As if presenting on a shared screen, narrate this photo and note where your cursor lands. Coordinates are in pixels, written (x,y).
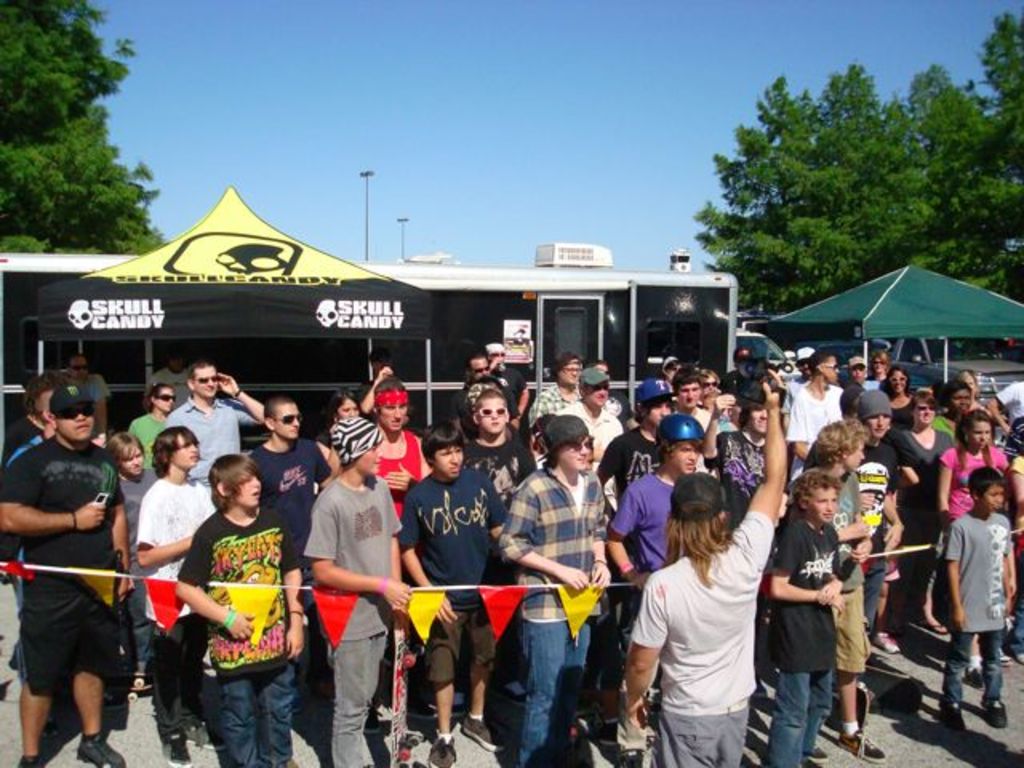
In the picture we can see a group of people (919,482) standing near the rope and some colored papers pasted to it and in the background (702,281), we can see a trailer (549,281) with glass windows (670,343), and behind we can see some trees (82,243), poles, and sky (672,90).
